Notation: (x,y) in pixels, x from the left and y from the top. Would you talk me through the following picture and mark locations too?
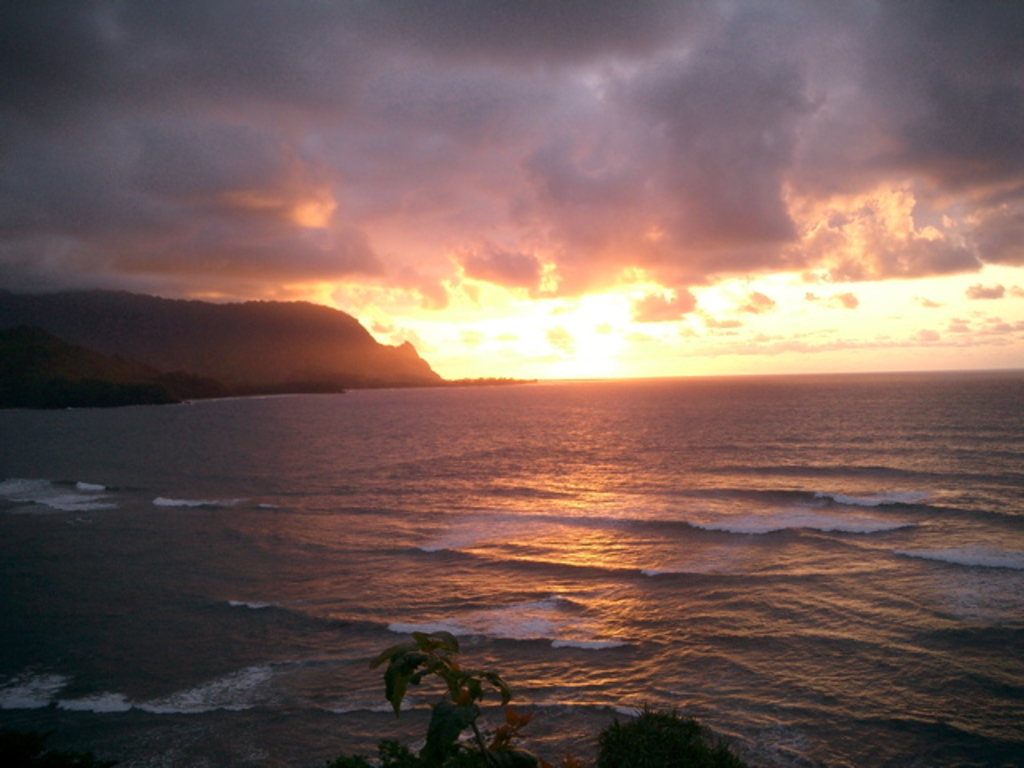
In this image in the front (478,750) there is a plant (460,708). In the background (517,502) there is an ocean (568,441) and there are mountains (301,337) and the sky (599,193) is cloudy.
